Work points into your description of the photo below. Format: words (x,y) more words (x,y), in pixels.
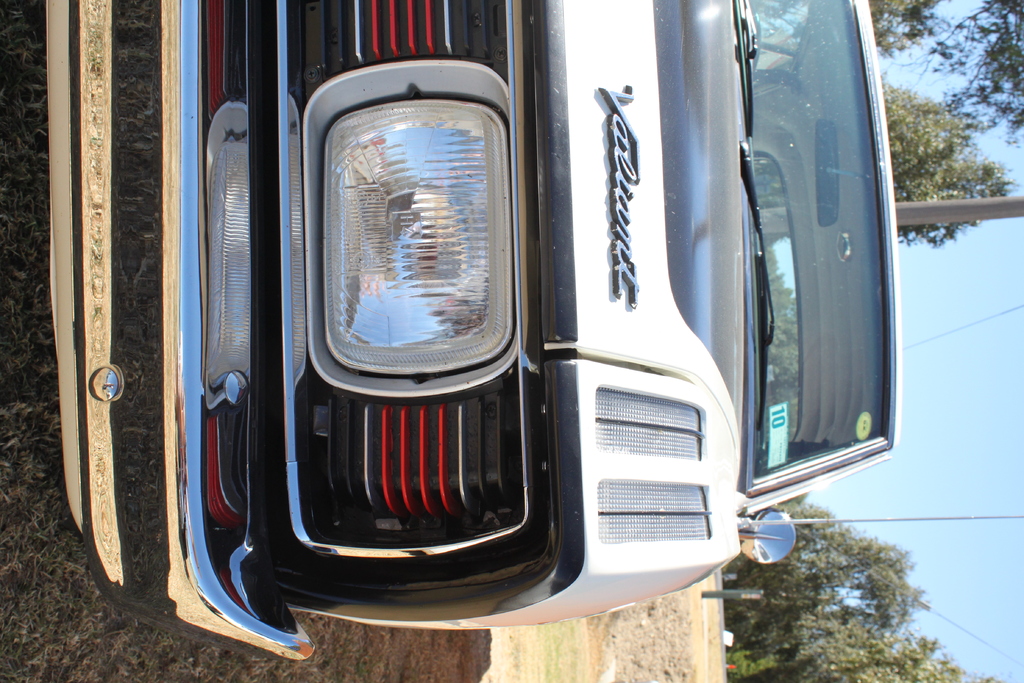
In this picture we can observe a car (344,183). There is a headlight (462,173) and a front bumper (116,303). In the background (888,564) we can observe poles (937,207), trees (949,171) and a sky (908,445).
